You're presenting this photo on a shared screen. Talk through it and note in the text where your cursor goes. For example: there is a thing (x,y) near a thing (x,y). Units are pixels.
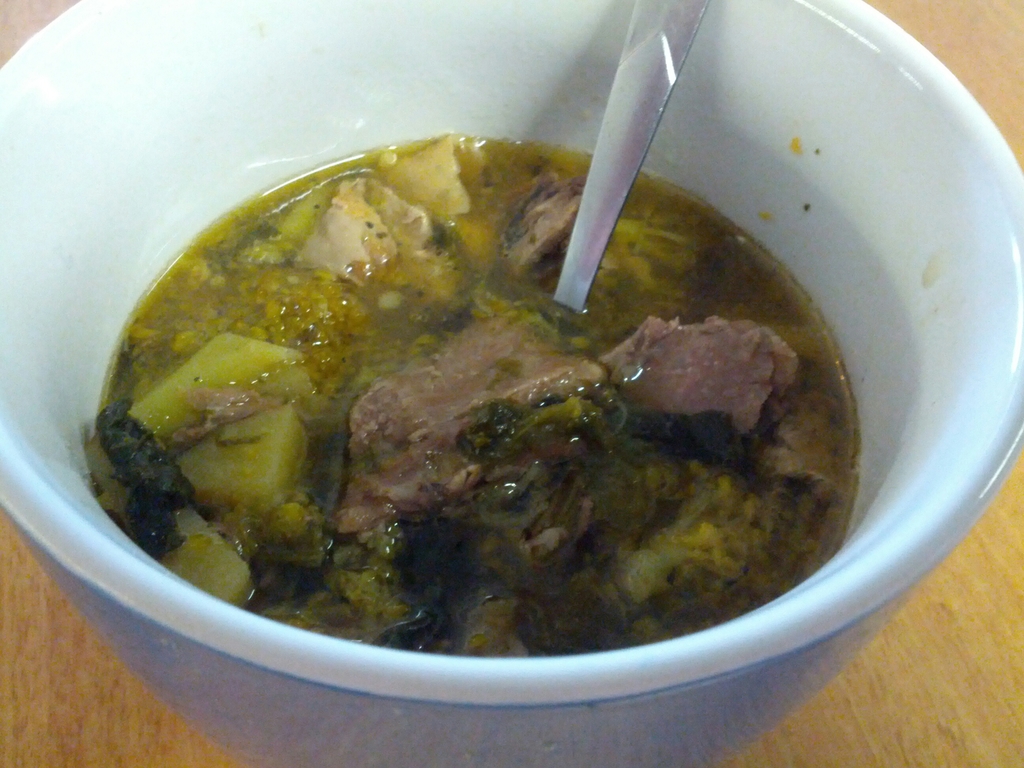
In this image we can see one white bowl (18,176) on the table (958,25), some food (636,205) and one spoon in this white bowl (313,701).
